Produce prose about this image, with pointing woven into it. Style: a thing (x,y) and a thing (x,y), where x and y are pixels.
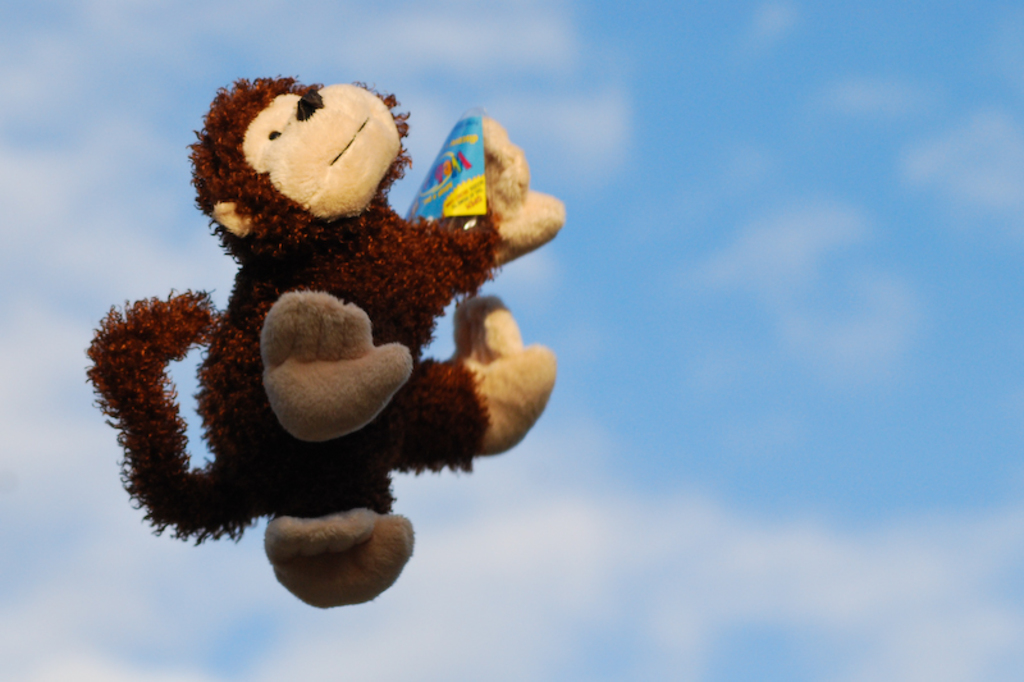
In this image, we can see a monkey toy (327,370) in the air (647,345). Here we can see colorful object (449,194). Background (22,549) we can see the sky (632,566).
